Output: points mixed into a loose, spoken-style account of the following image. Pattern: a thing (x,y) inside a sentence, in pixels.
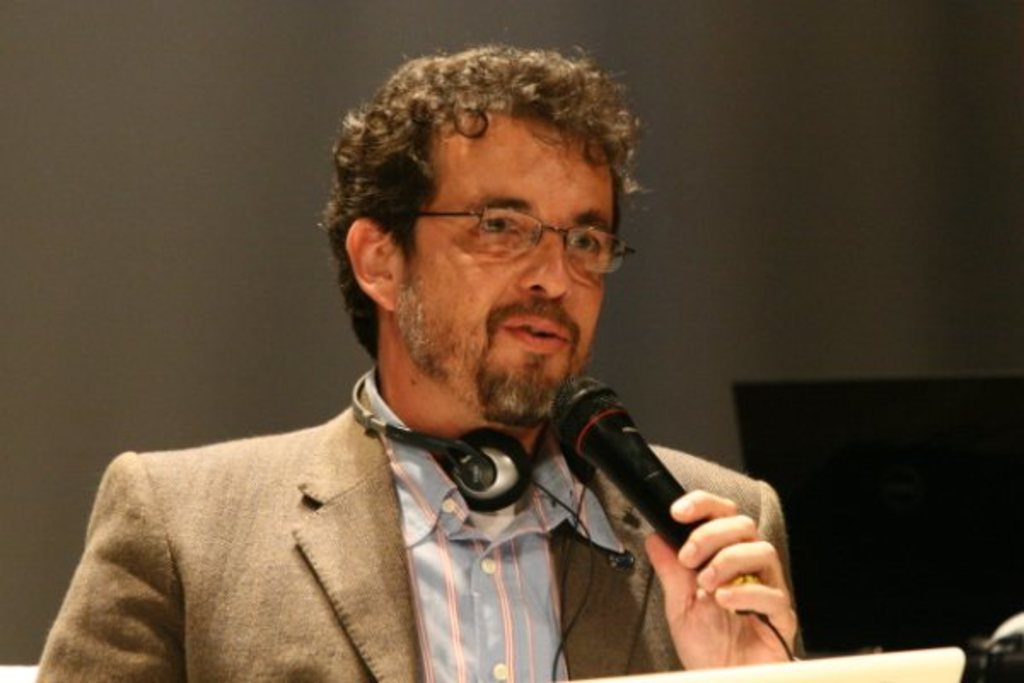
In this image there is a man (605,601) holding a microphone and talking, in the back ground (793,343) there is a wall (745,279).
